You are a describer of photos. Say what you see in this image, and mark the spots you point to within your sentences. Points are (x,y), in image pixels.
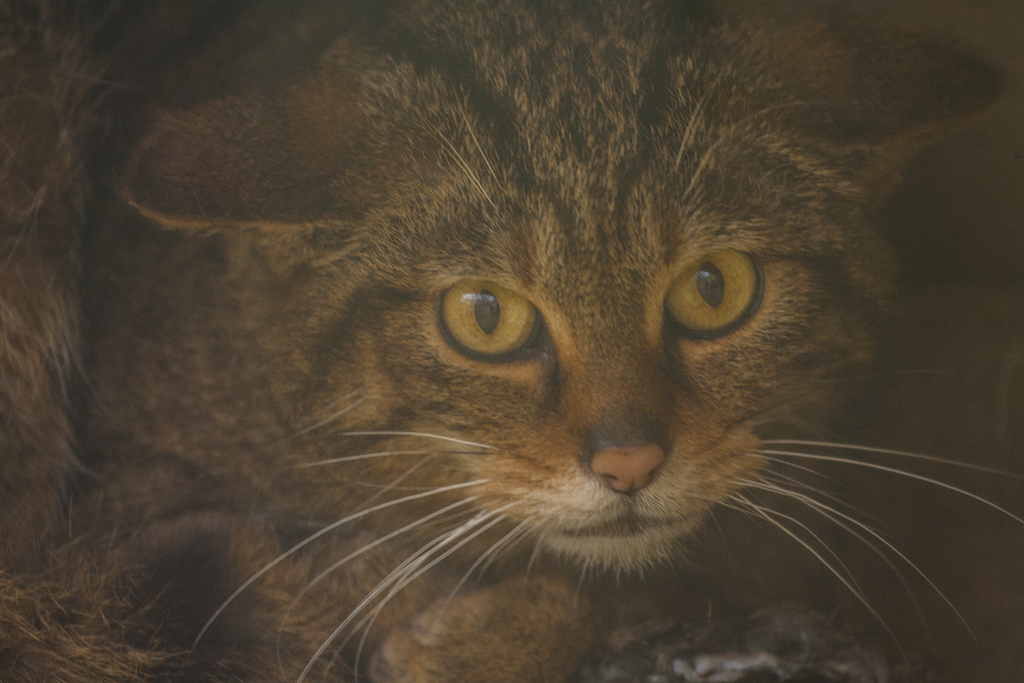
In this image I can see the cat (436,417) which is in black and brown color.
